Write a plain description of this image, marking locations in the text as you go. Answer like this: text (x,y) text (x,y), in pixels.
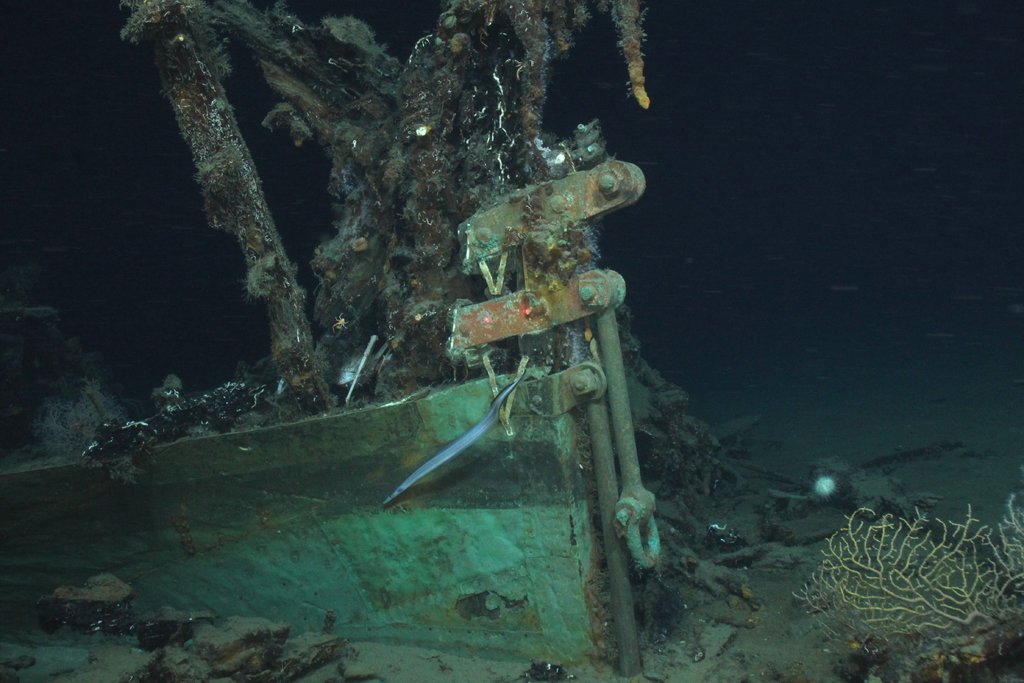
In this image we can see a ship (321,334) inside a water body (928,523). We can also see a coral reef (895,571).
